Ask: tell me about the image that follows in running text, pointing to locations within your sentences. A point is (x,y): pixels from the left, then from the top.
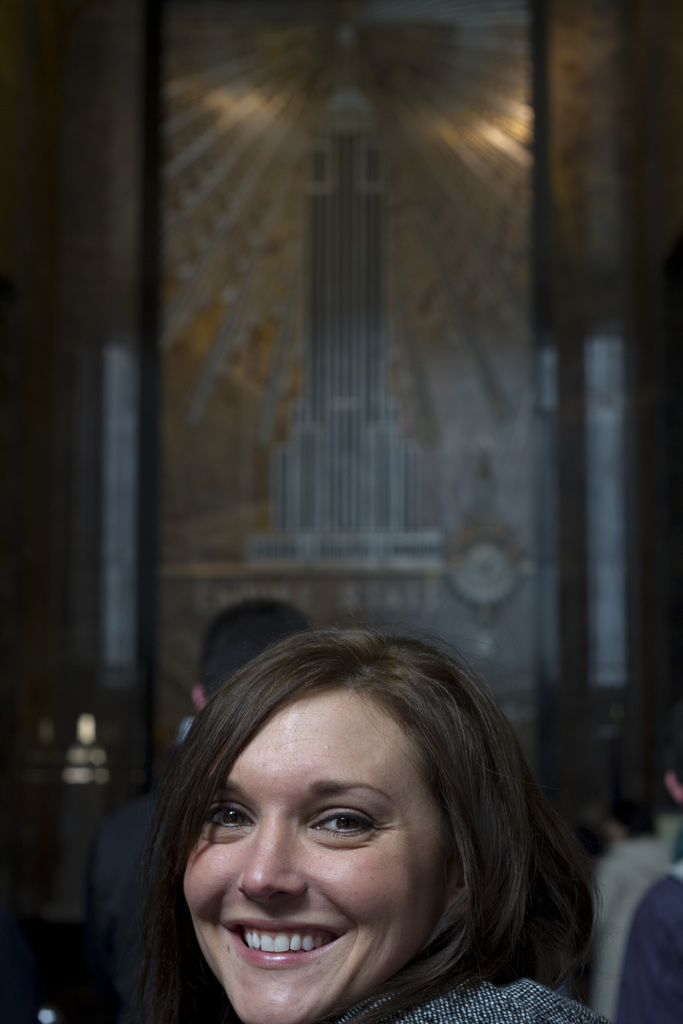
In the image there is a woman (288,907) in the foreground (243,700), the background of the woman (319,845) is blur.
